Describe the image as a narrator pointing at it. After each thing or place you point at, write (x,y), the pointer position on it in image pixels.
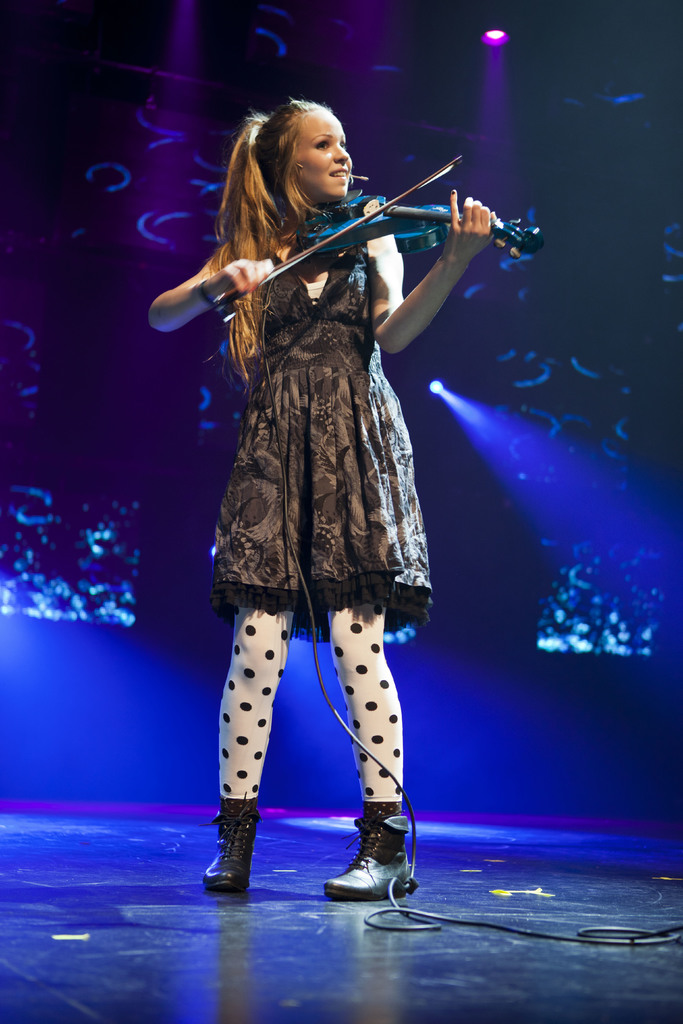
In the center of the image (358,529) we can see one person (224,558) is standing and she is smiling and she is holding a violin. And we can see she is in a different costumes (358,730). In the background (591,610) we can see lights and a few other objects (655,931).
